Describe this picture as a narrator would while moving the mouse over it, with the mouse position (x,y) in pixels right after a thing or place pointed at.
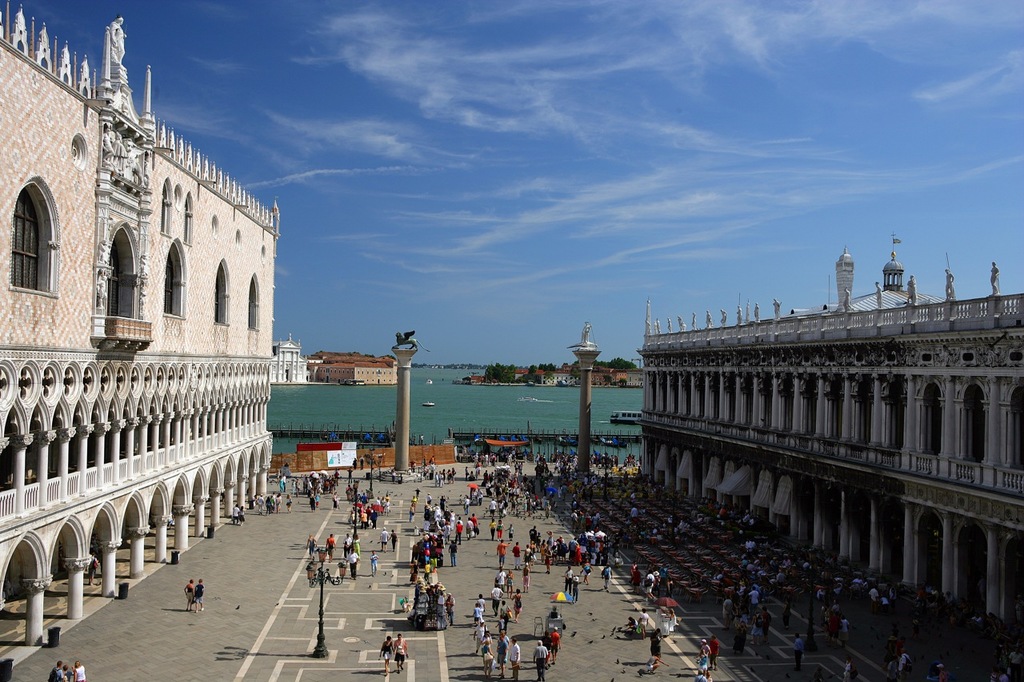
In the center of the image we can see a few people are standing, few people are walking and a few people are holding some objects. In the background (535,278), we can see the sky (495,127), clouds (589,194), trees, water (544,410), poles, buildings (656,408), pillars (948,408), sculptures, one flag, umbrellas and a few other objects (635,435).
